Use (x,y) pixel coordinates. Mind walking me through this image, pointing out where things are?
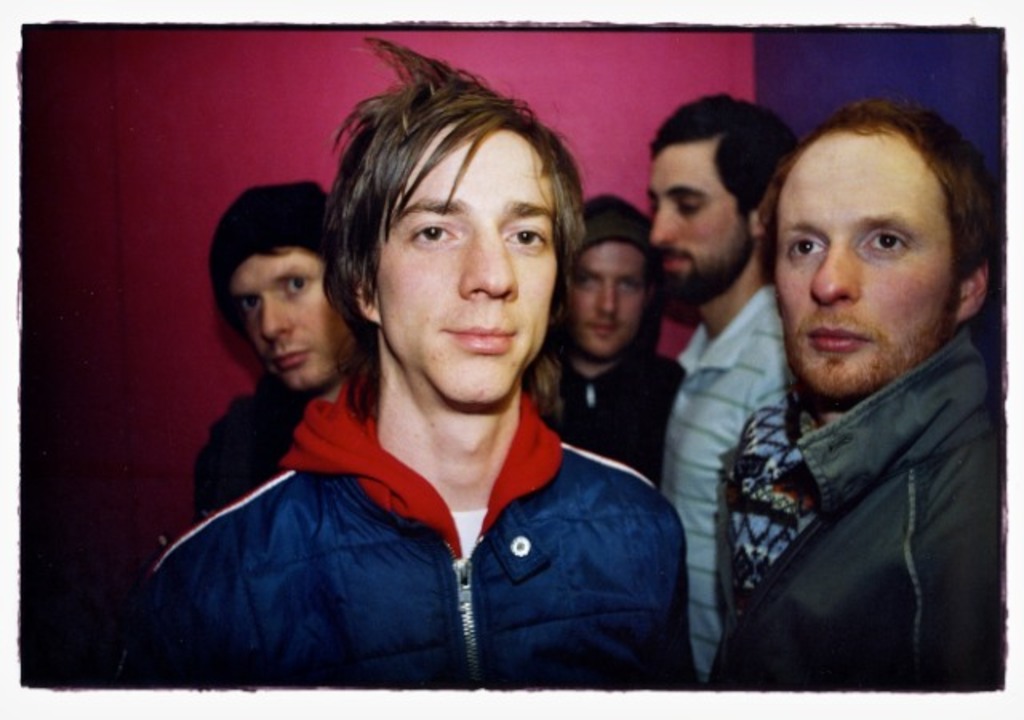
In this image I can see a group of men (658,459) are standing. I can also see few of them (563,537) are wearing jackets (564,520) and I can also see this image is little bit blurry.
